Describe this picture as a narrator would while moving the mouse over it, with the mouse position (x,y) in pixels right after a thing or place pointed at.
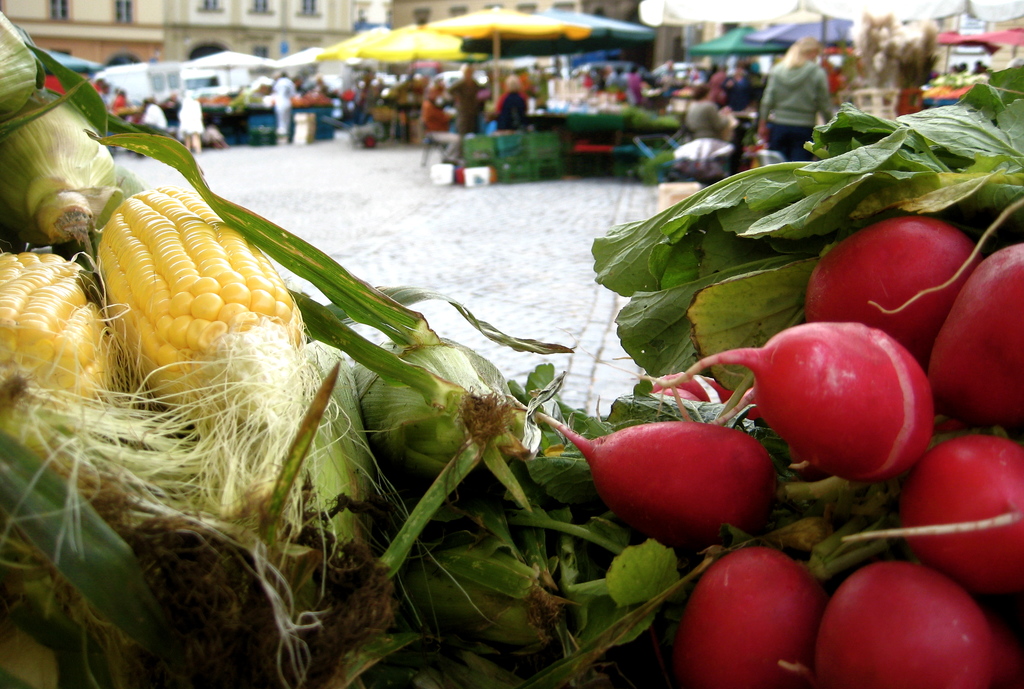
In this image we can see two types of vegetables (259,355). In the background (291,84) we can see some people (479,88) standing under the tents (523,46). Image also consists of buildings (257,22). Ground (581,215) is also visible.
